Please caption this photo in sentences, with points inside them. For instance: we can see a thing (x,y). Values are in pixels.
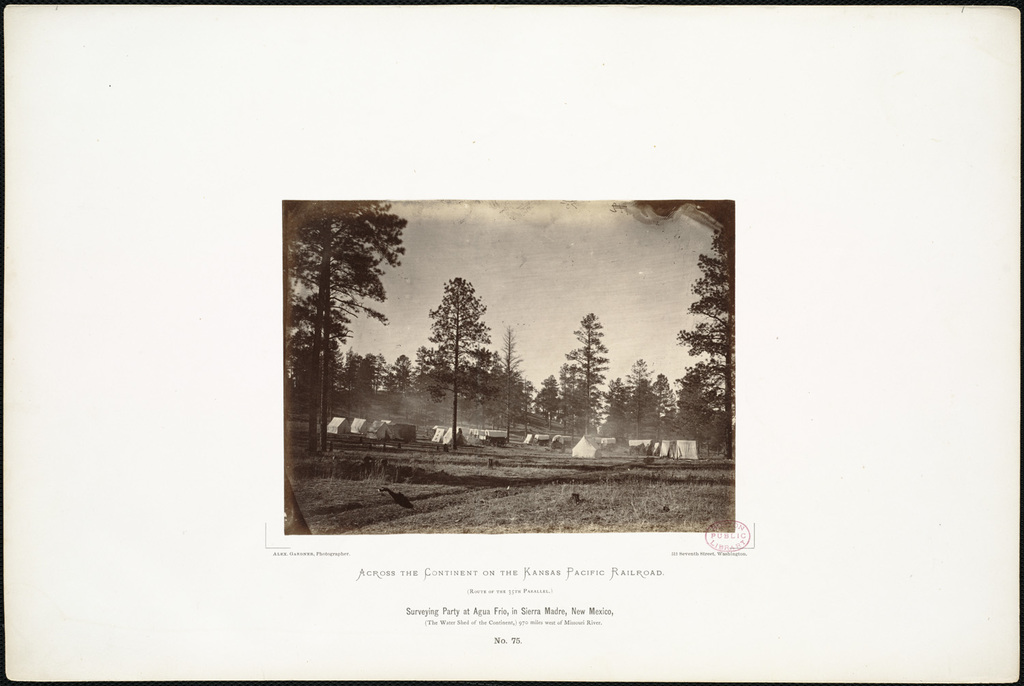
In this image I see the trees (724,371), ground (428,443) and I see the tents (439,432) over here and I can also see the sky (480,263) and I see few words (382,571) written over here and I see a stamp (732,536) over here.
